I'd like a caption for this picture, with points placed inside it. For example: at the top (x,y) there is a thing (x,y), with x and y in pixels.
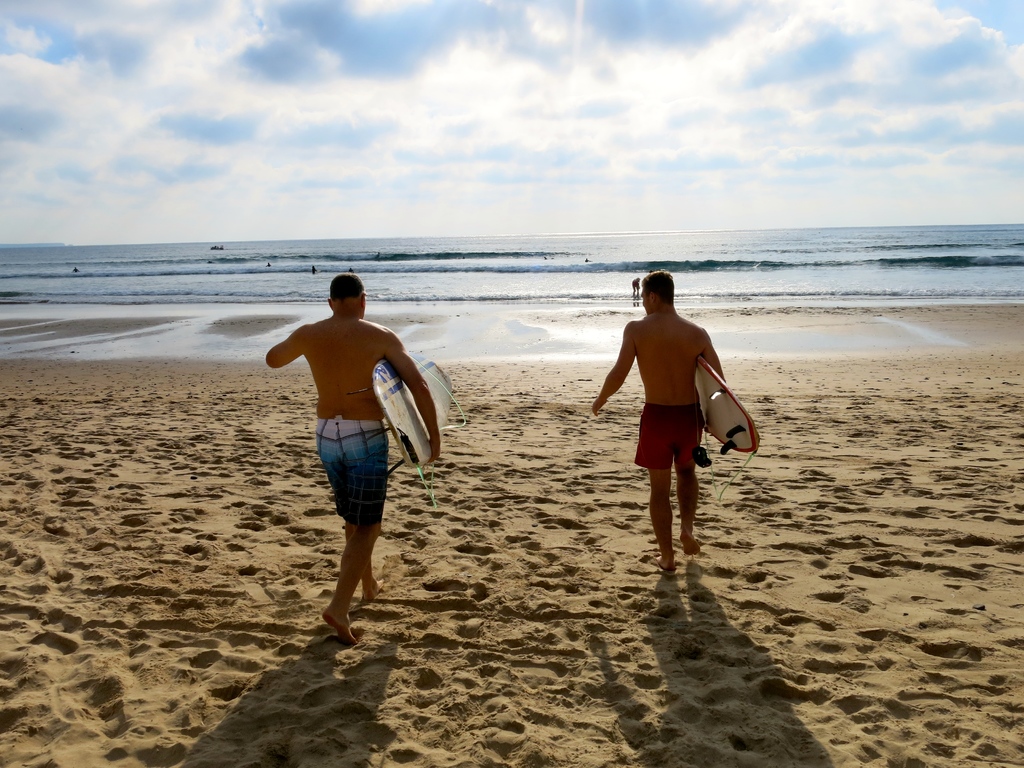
In this image there are two men (692,549) were holding boards (724,437) in their hands (441,440) and going towards the ocean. In the background (566,225) there is a blue sky (742,137).
